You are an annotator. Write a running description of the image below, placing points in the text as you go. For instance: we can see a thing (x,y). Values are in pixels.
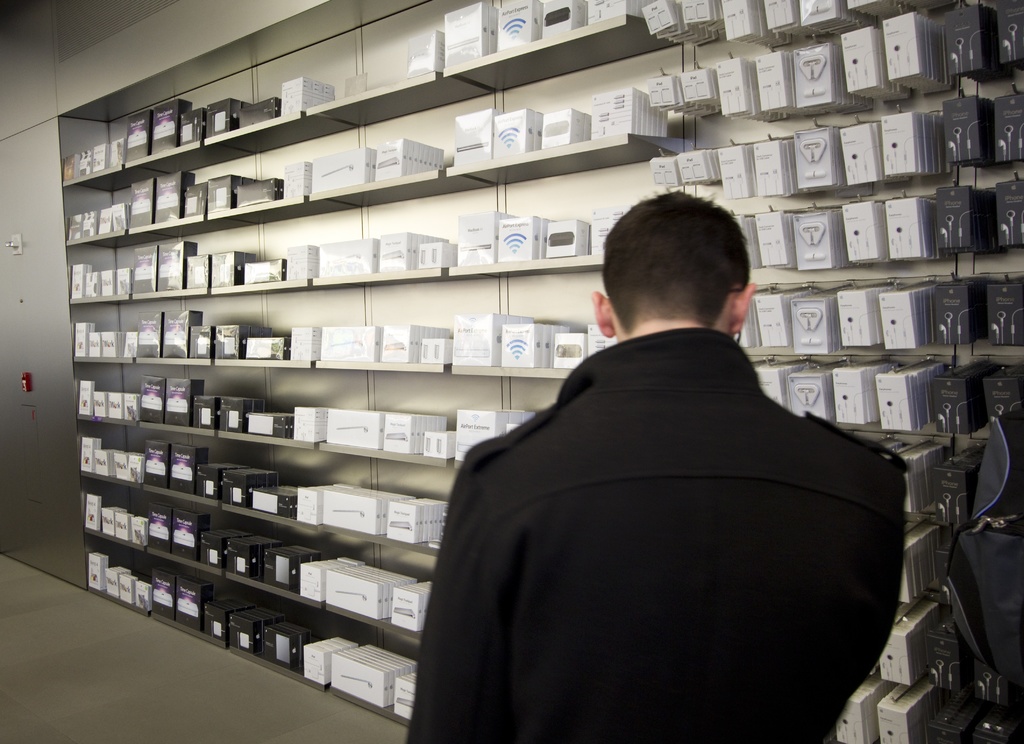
In the foreground (684,457) we can see a person (660,501) in black jacket (682,425). In the middle of the picture (360,337) we can see electronic gadgets (341,175) placed in the racks (433,80). On the left (28,323) it might be a door (31,349).
